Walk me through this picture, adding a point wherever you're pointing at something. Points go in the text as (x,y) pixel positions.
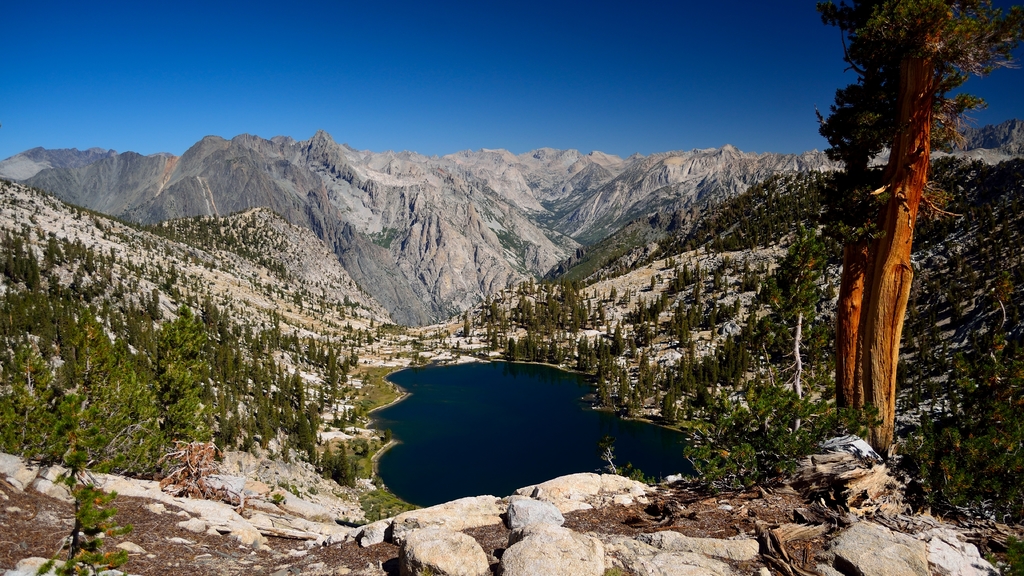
In this picture, we can see stones (547,558), trees (241,372), water (446,382), hills (482,246) and a sky (623,80).
